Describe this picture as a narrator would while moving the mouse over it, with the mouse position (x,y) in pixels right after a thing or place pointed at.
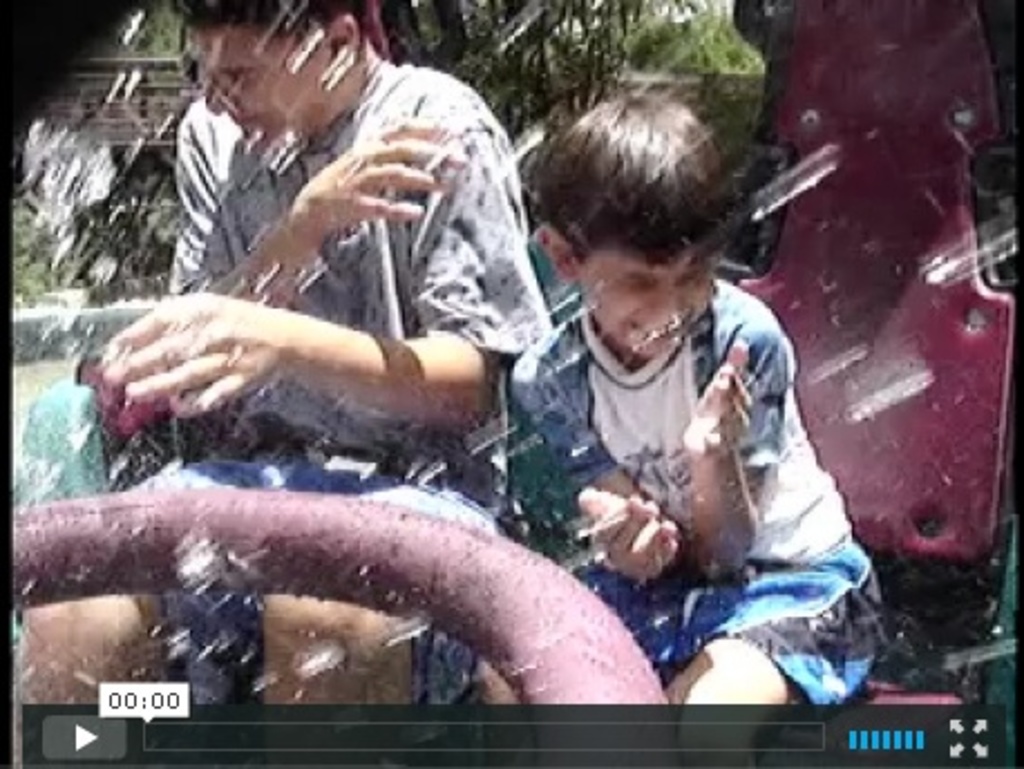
It is a screen (379,419). In this image there are people (557,252) sitting on the vehicle (968,443). In front of the image there are water drops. In the background of the image (540,61) there are trees (166,190).
